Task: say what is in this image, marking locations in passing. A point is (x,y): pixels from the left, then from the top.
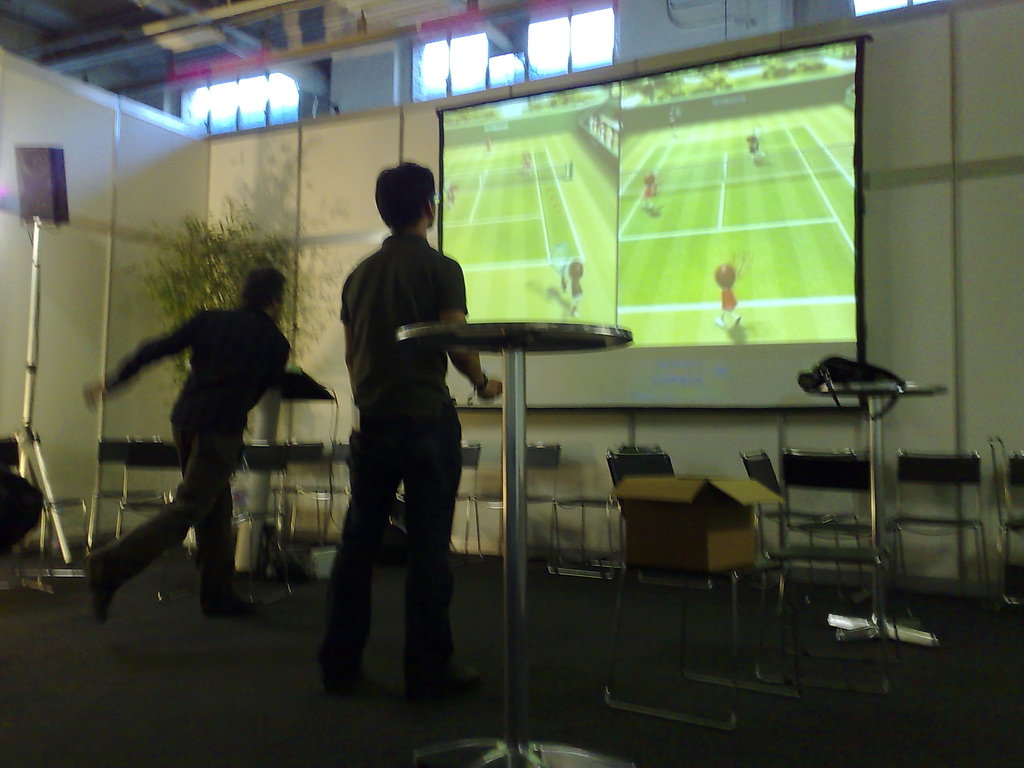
In this picture we can see a bag (832,388) on a round table (858,391). We can see a box (629,518) on a chair (624,557). There is a round table (490,344) visible on the ground (234,697). We can see a few chairs (165,484) from left to right. There is a loudspeaker (36,202) on a stand (50,504). WE can see a projector screen (454,187) on a white object (76,121). We can see two people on the ground (234,653). There are some objects (54,39) visible on top of the picture (273,45).
